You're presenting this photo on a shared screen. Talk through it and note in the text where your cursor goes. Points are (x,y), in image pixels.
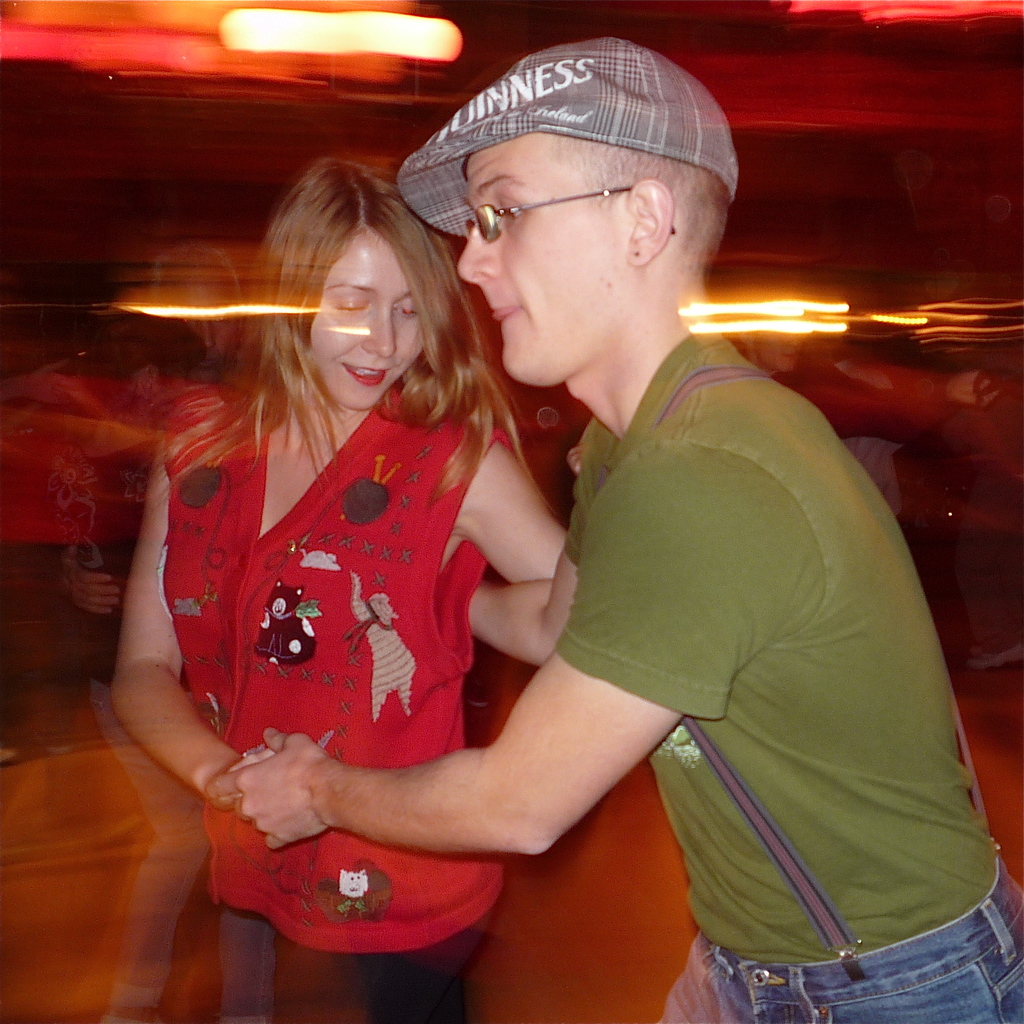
In this picture we can see there are two persons (342,572). Behind the people (335,298), there is the blurred background (874,343).
